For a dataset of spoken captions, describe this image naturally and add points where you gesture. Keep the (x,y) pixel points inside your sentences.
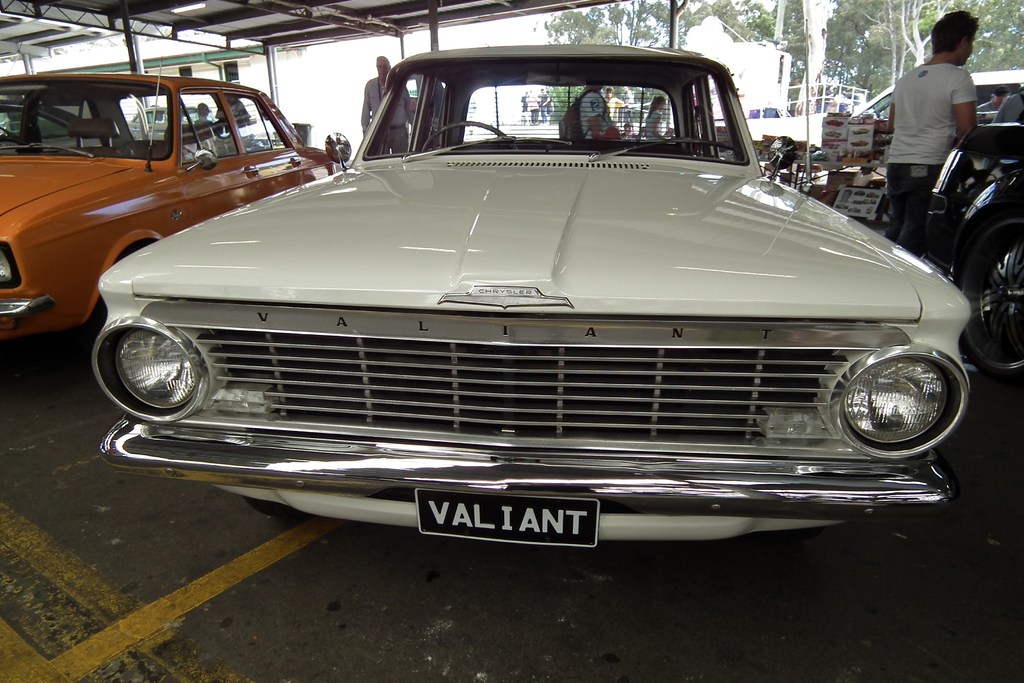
In this picture we can see cars (428,354) on the ground (254,527) and at the back of these cars (776,273) we can see some people (932,122), shelter (52,11), trees (786,18), some objects (736,73).
